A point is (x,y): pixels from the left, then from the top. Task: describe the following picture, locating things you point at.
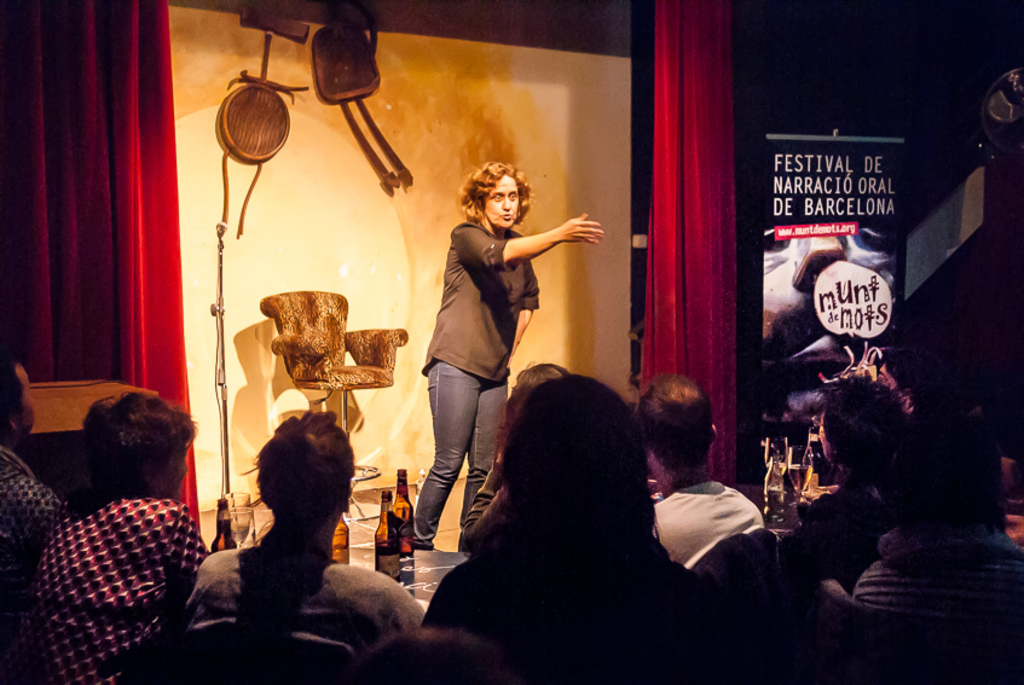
In this picture there is a person (477,311) wearing black dress (477,326) is standing and there are few people (304,517) in front of them and there is a table (432,580) in front of them which has few wine bottles (385,532), glasses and some other objects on it and there is a banner (819,264) which has something written on it in the right corner (852,316).
